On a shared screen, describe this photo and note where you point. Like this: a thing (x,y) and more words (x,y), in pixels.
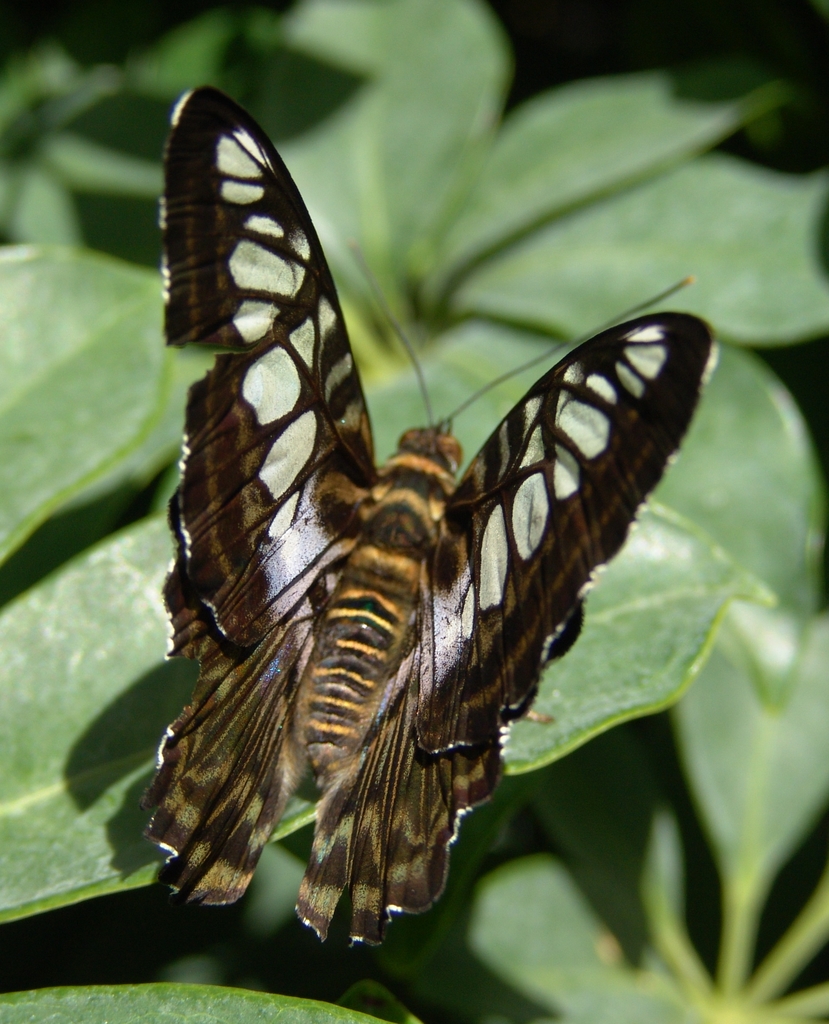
In this image, we can see some leaves (147,535). There is a butterfly (313,425) in the middle of the image (447,667).
